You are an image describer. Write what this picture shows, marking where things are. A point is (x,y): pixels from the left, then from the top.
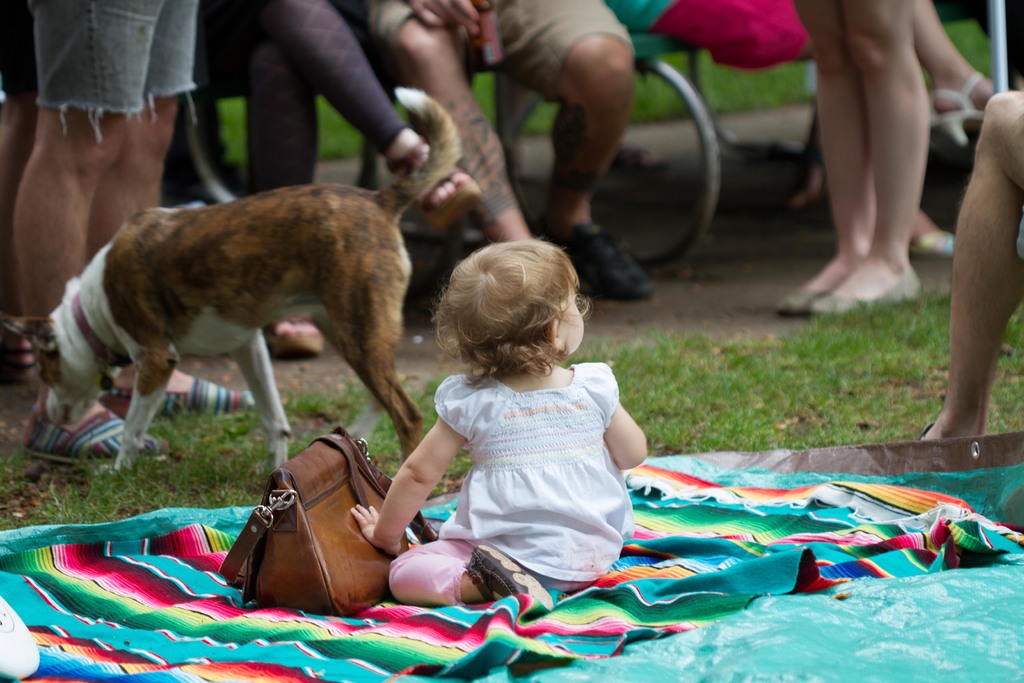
In this picture we can see a baby (498,483) is sitting on a cloth (424,641) and the cloth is on the grass path (253,502). In front of the baby (480,432) there is a hand bag (324,520), a dog (208,294), some people (851,105) are standing on the path (104,480) and some people (421,30) are sitting.
